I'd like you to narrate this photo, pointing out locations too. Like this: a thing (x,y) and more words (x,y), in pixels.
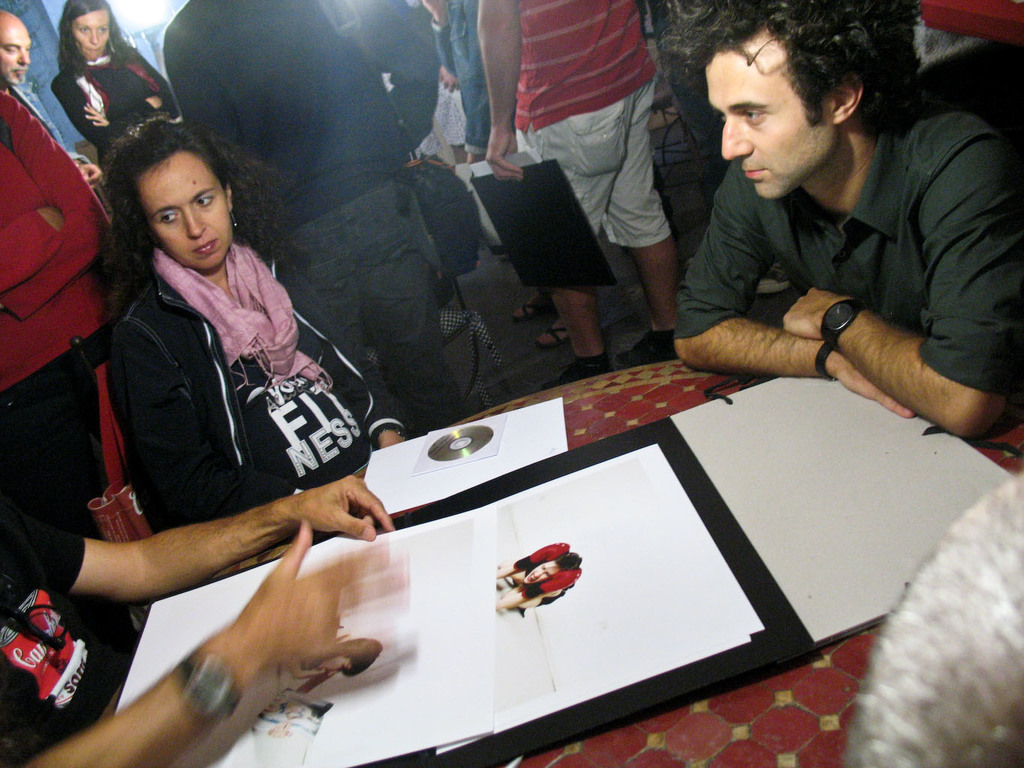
In this image there are three people (912,316) sitting around a table (673,736). On the table (685,706) there are some papers (585,547), files (743,526) and one compact disc (451,456). All the three are wearing dark clothes (767,207). In the background (408,116) there are group of people (214,31) were standing.
